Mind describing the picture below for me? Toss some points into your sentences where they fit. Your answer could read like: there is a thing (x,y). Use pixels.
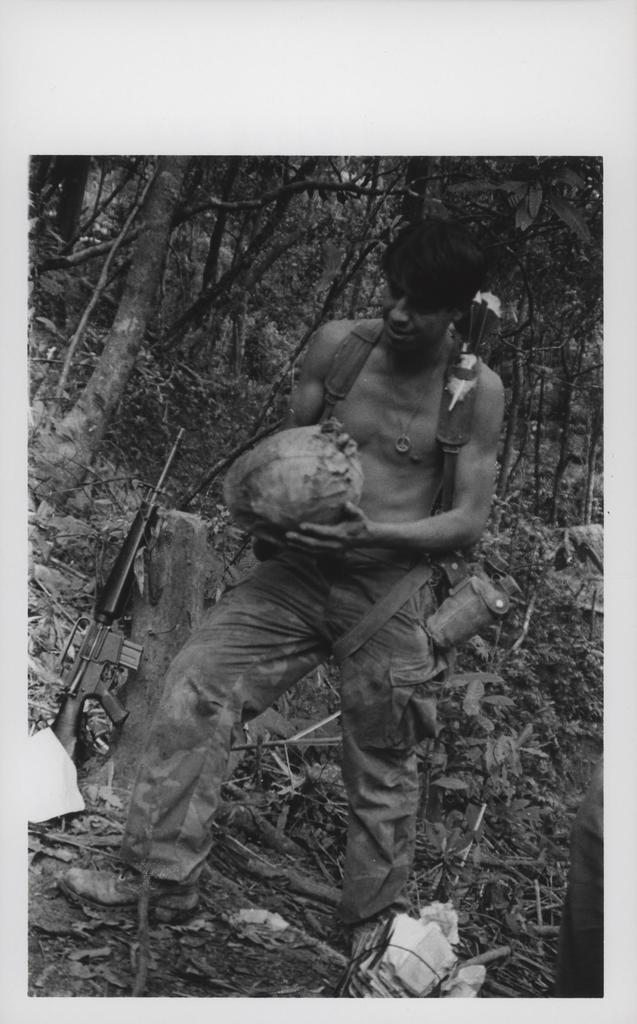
In this image we can see a person (389,537) standing on the ground (243,955) and holding an object (304,482), there is a tree trunk (156,605) and gun (91,676) beside the person (182,656) and there are few trees (535,301) in the background (573,426).
